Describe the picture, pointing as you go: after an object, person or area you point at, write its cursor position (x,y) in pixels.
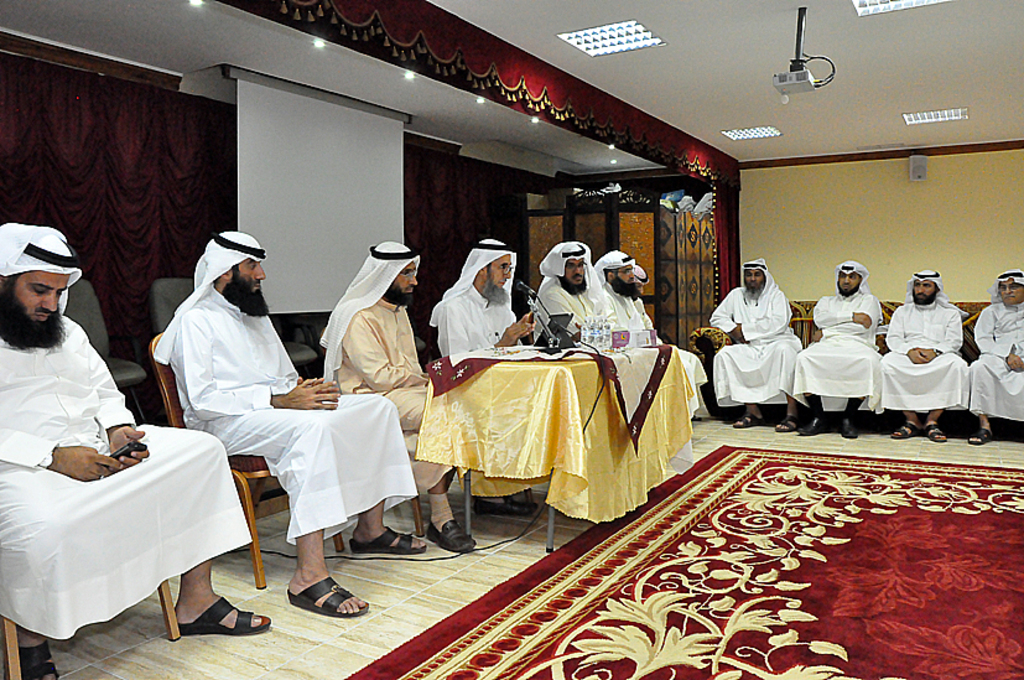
In this image few persons (84,394) wearing a white shirt (246,330) are sitting on the chairs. There is a table (516,432) having a mike (531,293) and few bottles (595,335) are on it. Left side (120,267) there is curtain (102,169). Before it there is a display screen (275,200) hangs from the roof (300,63). There are few lights (764,134) and projector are attached to the roof (729,35). Bottom of image (762,557) there is a carpet (804,565).
